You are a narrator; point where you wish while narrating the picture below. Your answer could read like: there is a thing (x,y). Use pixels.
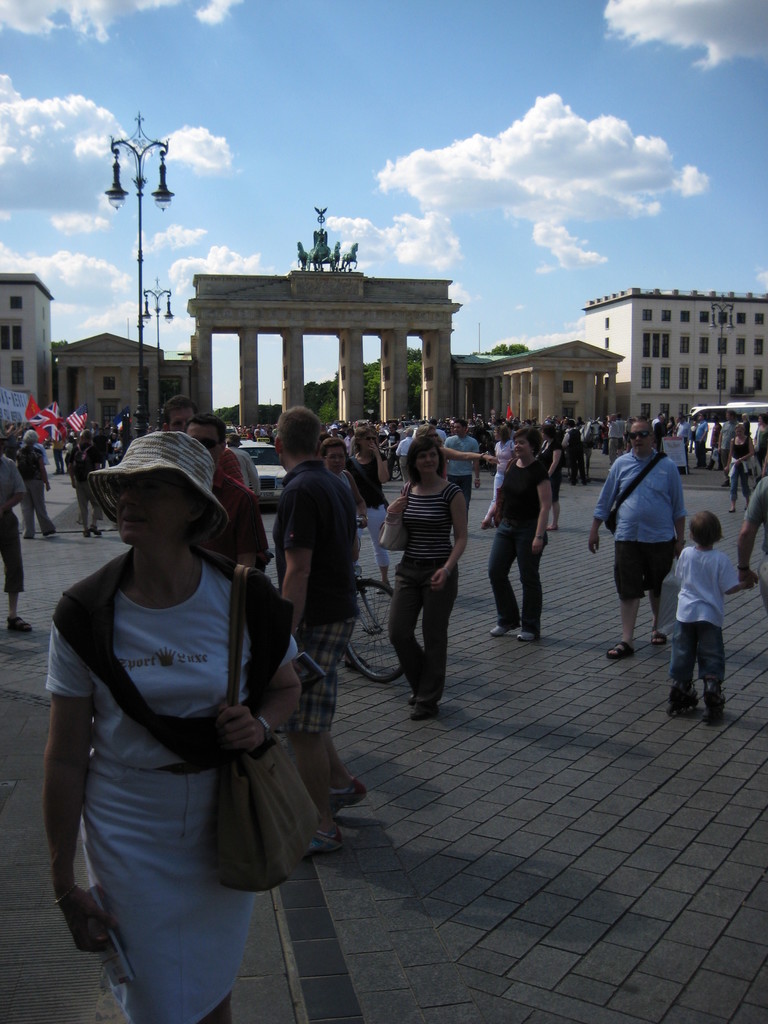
In this image, we can see people (708,625) wearing clothes (188,813). There is an arch (313,309) in between buildings (640,372). There is a street pole (140,315) on the left side of the image (147,423). There are vehicles (278,465) on the road (474,568). There are clouds (534,174) in the sky (510,2).
